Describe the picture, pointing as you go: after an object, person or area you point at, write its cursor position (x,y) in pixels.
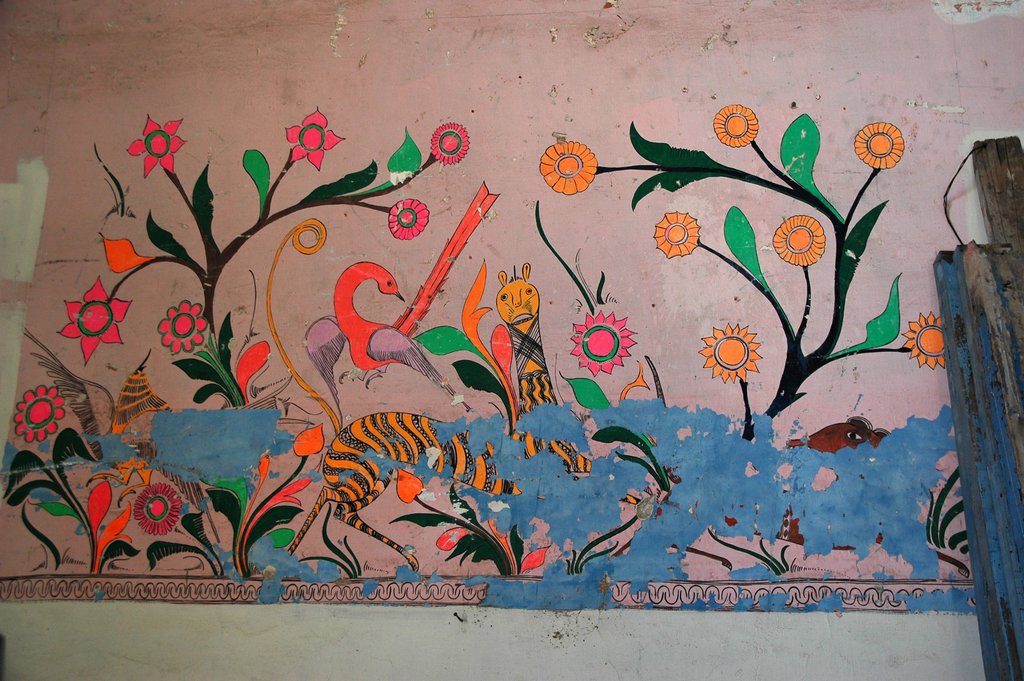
In this picture I can see there is a painting (535,403) on the wall (450,563) and there are plants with flowers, birds (414,368), animals (454,447) in the painting (270,382) and there are wooden sticks (994,229) placed on the right side (983,376).
